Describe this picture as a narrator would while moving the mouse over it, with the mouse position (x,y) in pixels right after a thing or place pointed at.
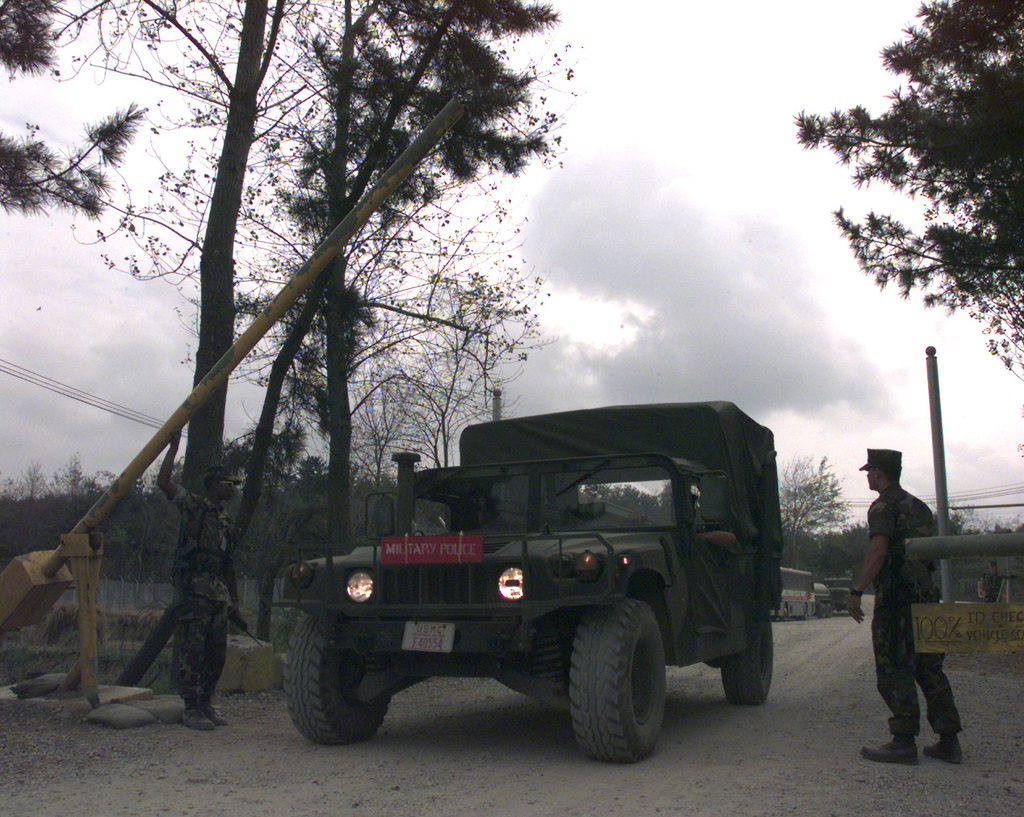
In this picture I can observe a vehicle (503,564) on the road (260,816) in the middle of the picture (562,496). On either sides of the vehicle (517,493) I can observe two members (902,531). On the left side (70,561) I can observe check post (76,546). In the background (28,540) there are trees (800,524) and some clouds (649,278) in the sky (647,212).
